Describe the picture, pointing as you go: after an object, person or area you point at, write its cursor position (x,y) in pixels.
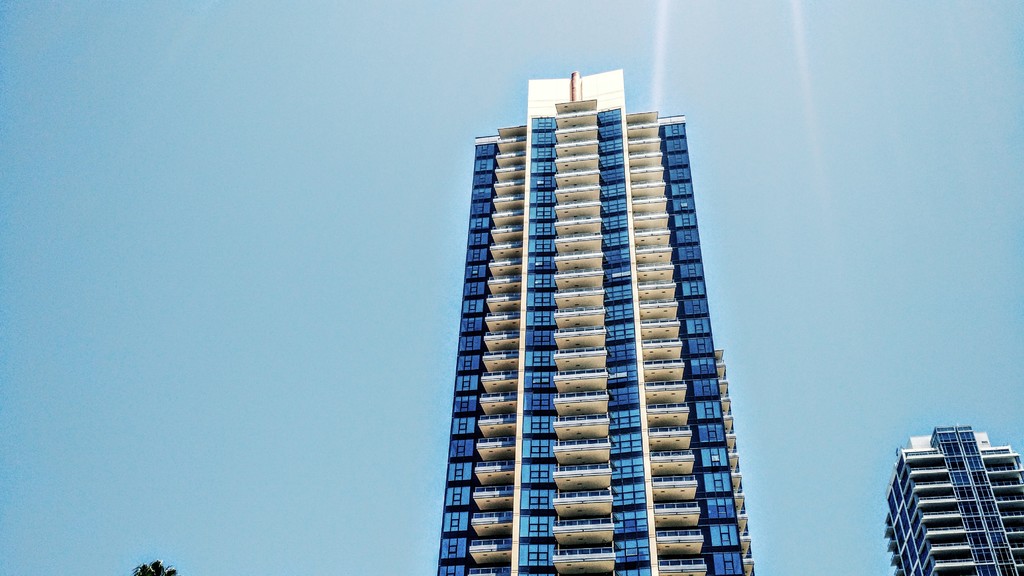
In this picture I can see there is a buildings (930,547) here and there is a glass window (533,529) here. The sky (266,210) is clear.
